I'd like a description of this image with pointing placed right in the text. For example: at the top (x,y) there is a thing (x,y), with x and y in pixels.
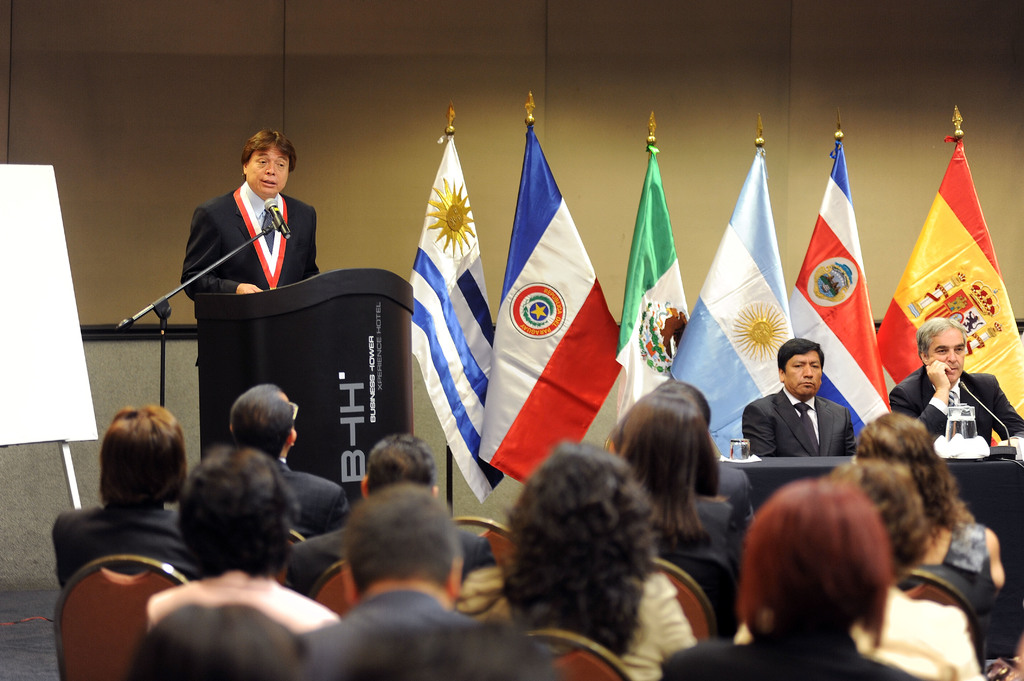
In this picture I can see group of people (642,578) sitting on the chairs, there is a glass (746,450) and jug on the table (1013,463), there are mics (999,454), there is a board (75,417) with a stand (75,494), there is a person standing near the podium (363,316), there are flags (652,312) with the poles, and in the background (677,196) there is a wall (405,133).
